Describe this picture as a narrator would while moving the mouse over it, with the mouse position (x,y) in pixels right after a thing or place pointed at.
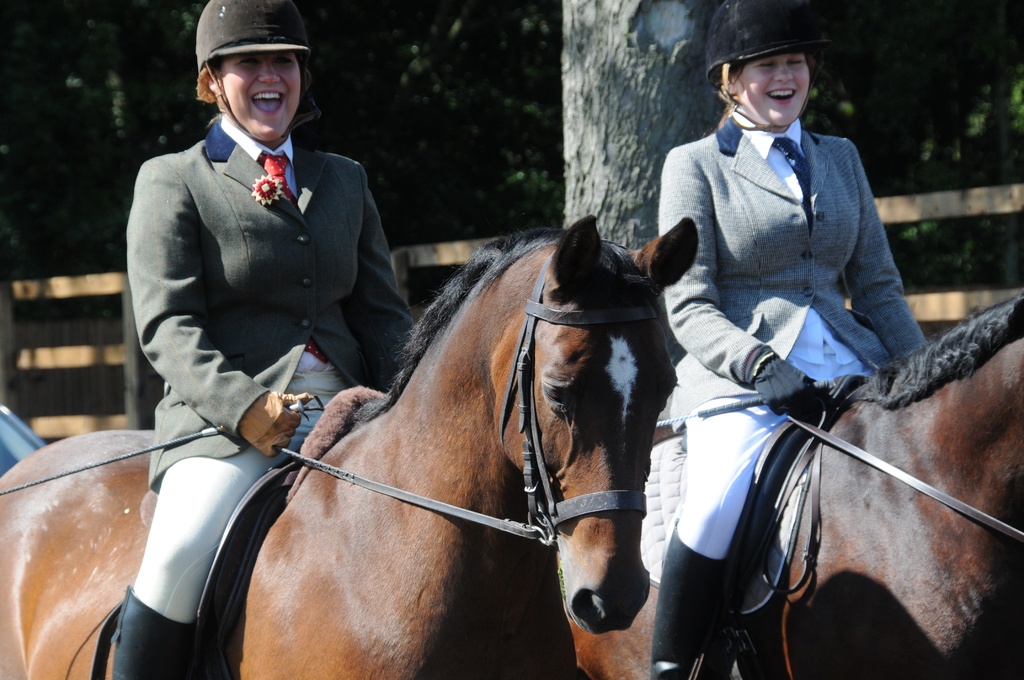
In this image we can see two ladies (268,419) riding on the horses (355,407), they are holding the sticks (741,408), behind them there is a fencing (70,403) and some trees (916,180).
